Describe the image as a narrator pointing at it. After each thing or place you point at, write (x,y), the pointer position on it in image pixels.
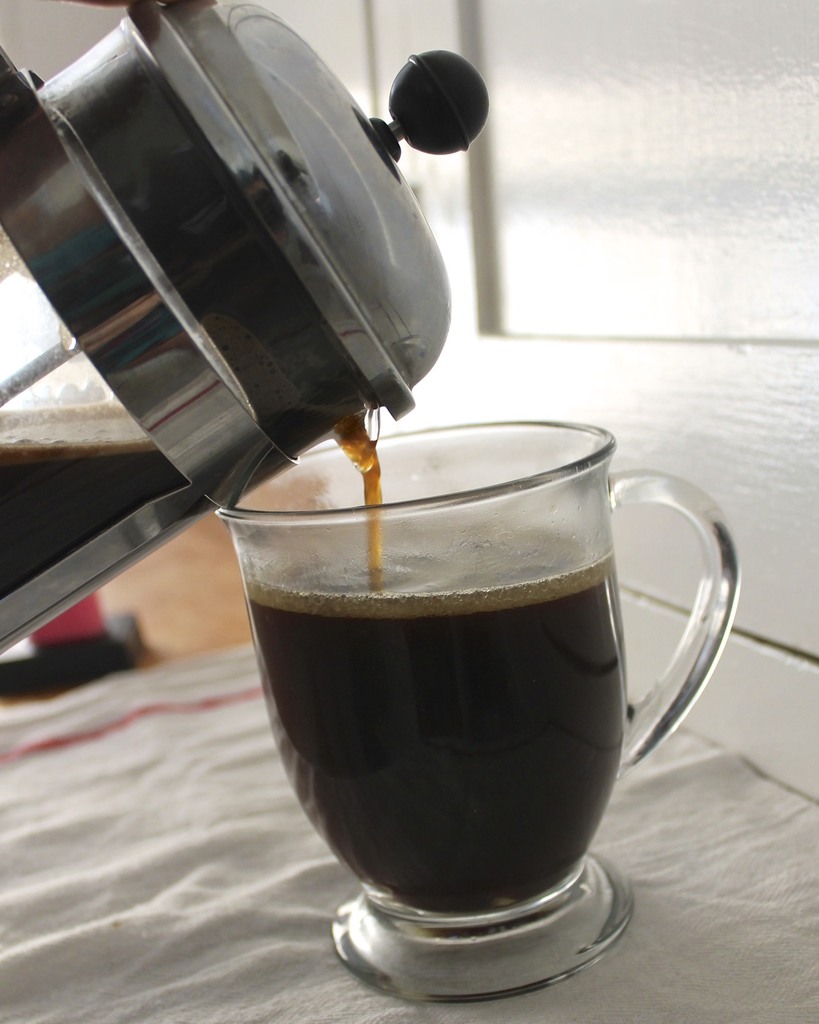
On the left side of the image (231,452), we can see a container (136,278). Here we can see liquid (357,456) is pouring into the cup (369,520). This cup (374,568) is placed on the white cloth (221,781). Background (242,611) we can see white object (536,382) and few things (189,611).
